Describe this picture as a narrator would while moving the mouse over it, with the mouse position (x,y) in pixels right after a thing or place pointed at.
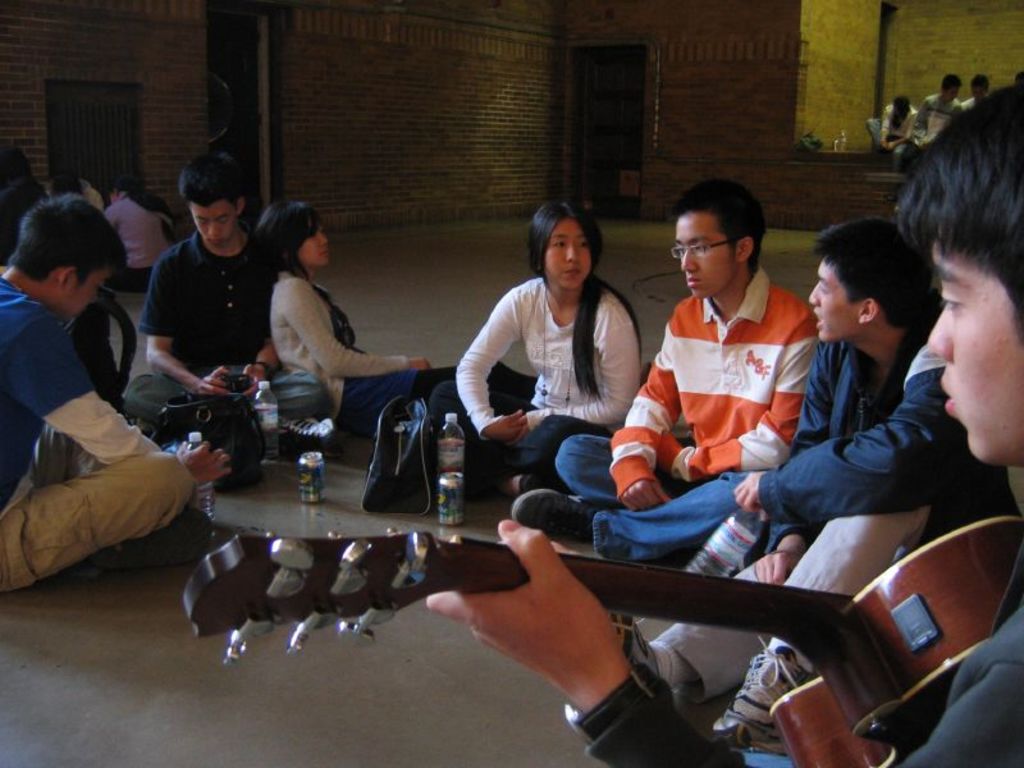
In this image, there are some people (617,365) sitting on the ground (424,613), at the right side (913,702) there is a boy (1003,666) holding a guitar (497,551).
